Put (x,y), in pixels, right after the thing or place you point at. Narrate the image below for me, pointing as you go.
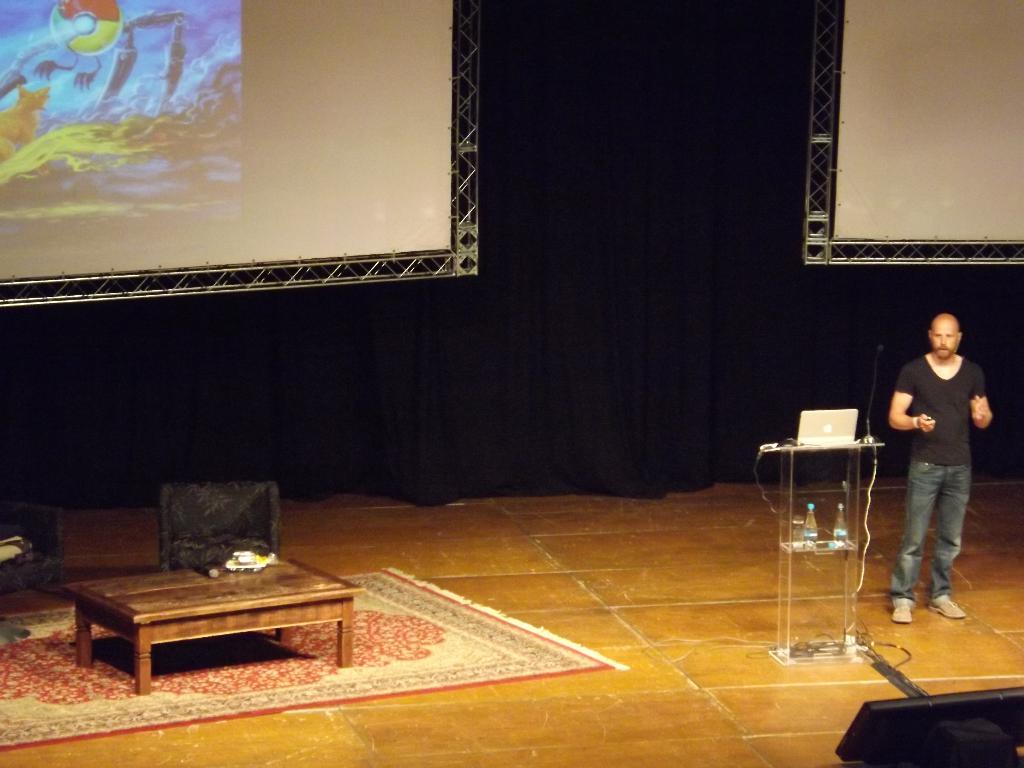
This picture shows a man (962,387) standing and speaking and we see a laptop (852,435) and water bottles (815,537) on the podium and we see a table (246,602) and a chair (228,531) and a projector screen (243,211) on the back (280,74) and we see a black background (1014,314).
